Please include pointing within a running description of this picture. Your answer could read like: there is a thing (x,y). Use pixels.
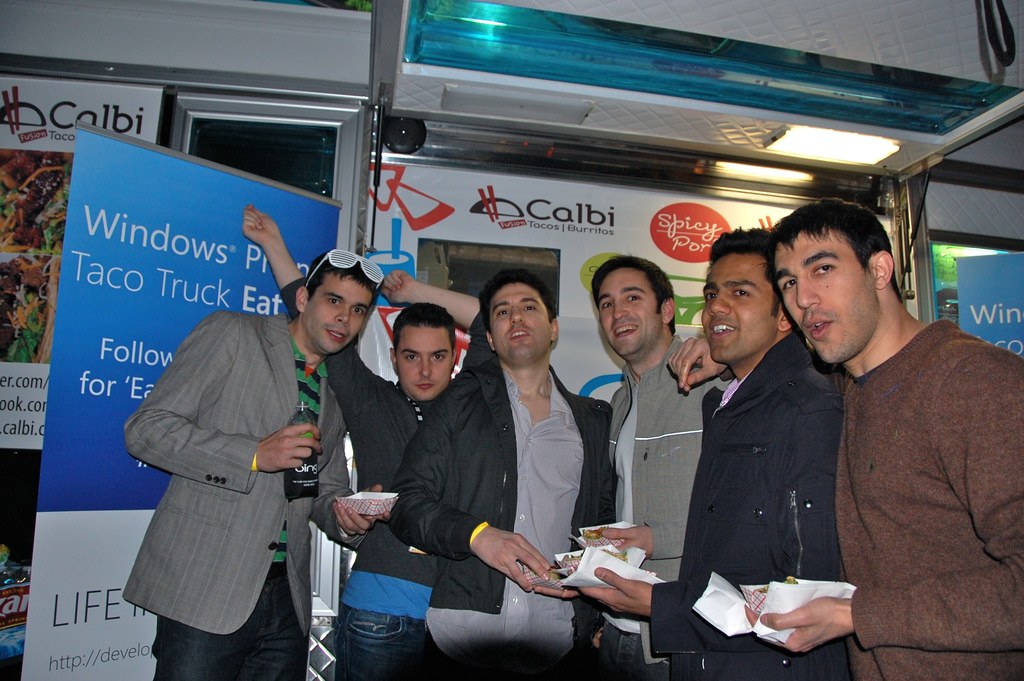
In this picture we can see a group of people (479,489) standing on the path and some people (469,540) holding tissues (721,625) and some food items (551,570). Behind the people (362,484) there are banners (116,399) and at the top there is a wall (96,16).
